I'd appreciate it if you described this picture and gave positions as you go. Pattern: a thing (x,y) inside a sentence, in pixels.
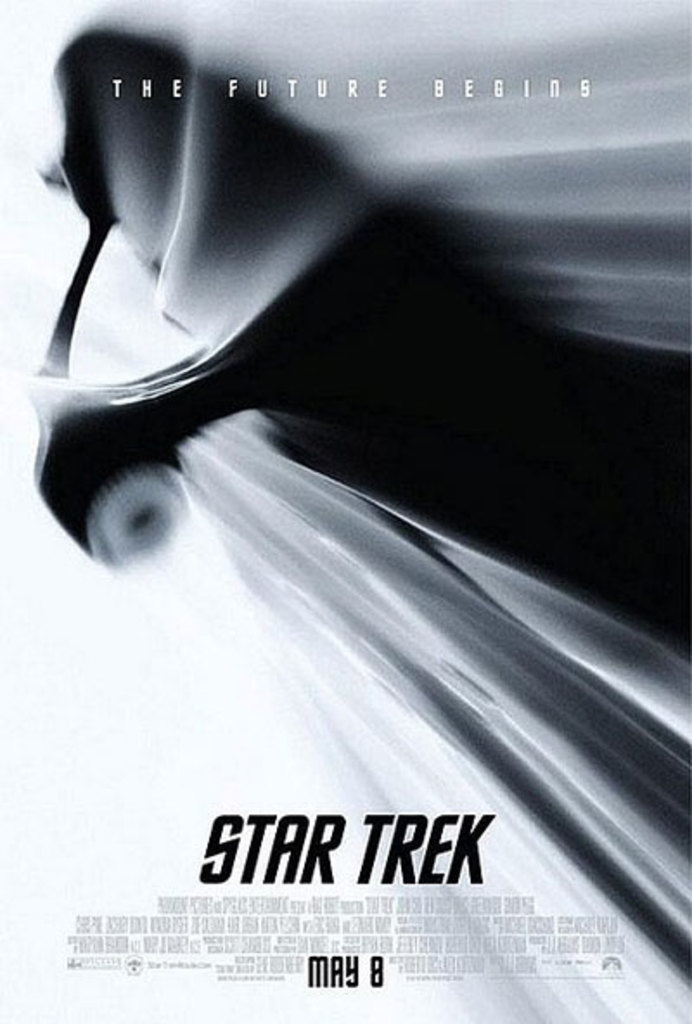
In the image we can see a poster (254,393) of black, gray and white in color, and there is an edited text (225,878) on the poster (238,871).
